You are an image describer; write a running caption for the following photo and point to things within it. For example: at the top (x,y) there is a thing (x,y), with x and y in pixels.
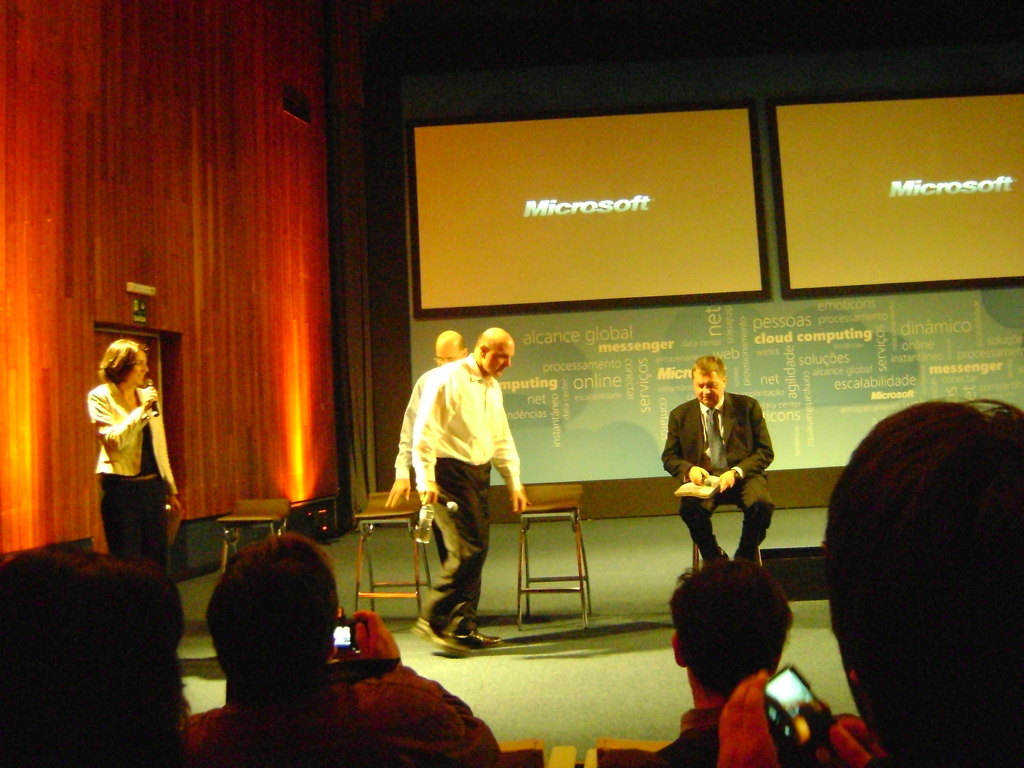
In this image we can see there are four people (151,511) on the stage (639,604). On the left side of the image (120,456) there is a girl (133,458) holding a mike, beside her there is a man (445,521) walking and holding a water bottle (428,521) and the other one is sitting on the chair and holding a book (700,490). In front of them there are audience (885,715) holding an object (804,695) in their hands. In the background (804,268) there are screen (736,233).
